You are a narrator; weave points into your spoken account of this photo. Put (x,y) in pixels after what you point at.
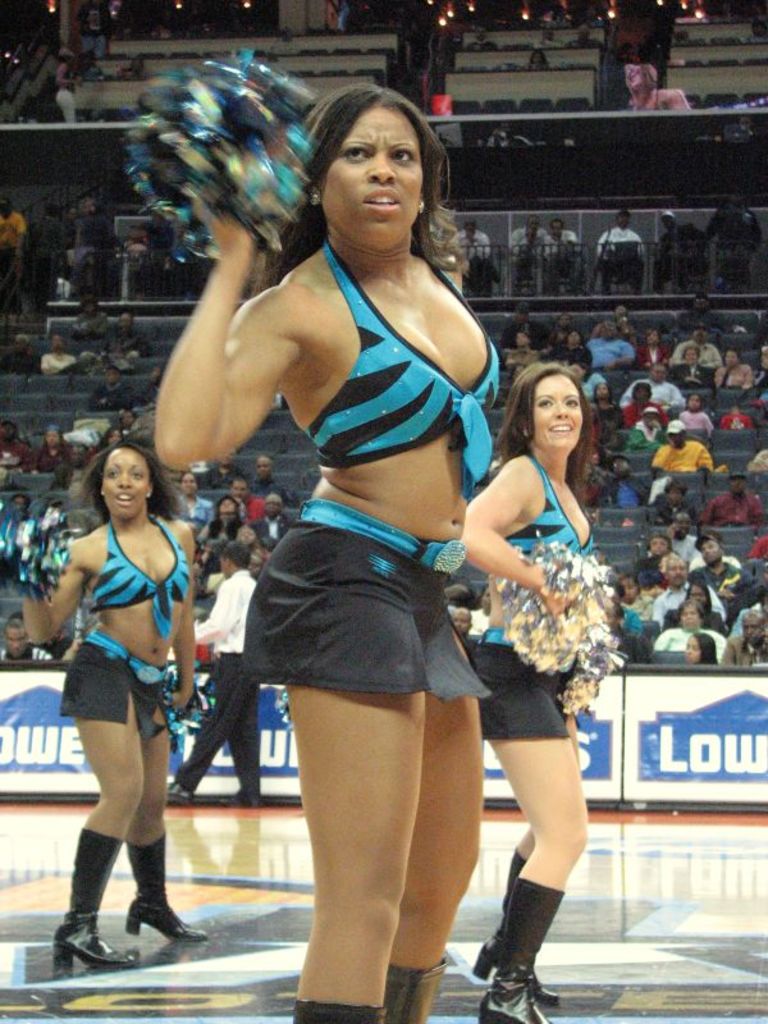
In this picture we can see Cheerleading girls (469,488). In the background (697,359) we can see audience (729,372). This is a hoarding (603,736). At the top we can see lights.
